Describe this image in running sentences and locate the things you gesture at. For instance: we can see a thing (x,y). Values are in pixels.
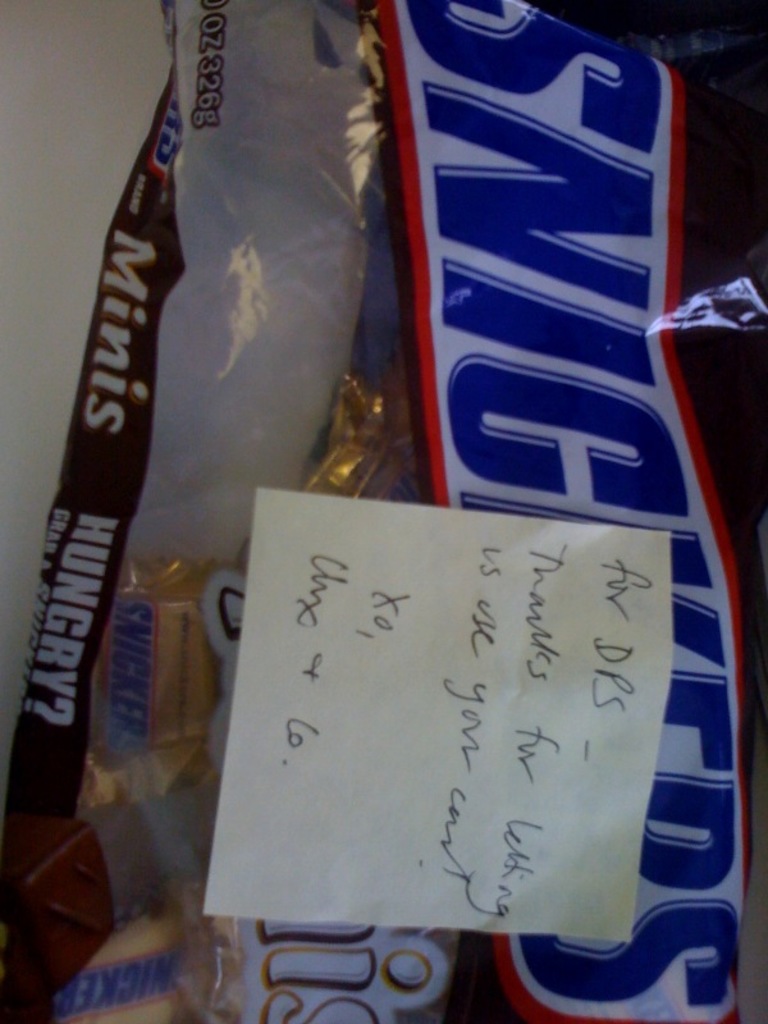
In this picture we can see snickers packet (505,298) in the front (371,318), there is a paper (465,765) pasted on it, we can see chocolates (193,645) in the packet (365,480), there is some text (510,696) on this paper (521,676).
